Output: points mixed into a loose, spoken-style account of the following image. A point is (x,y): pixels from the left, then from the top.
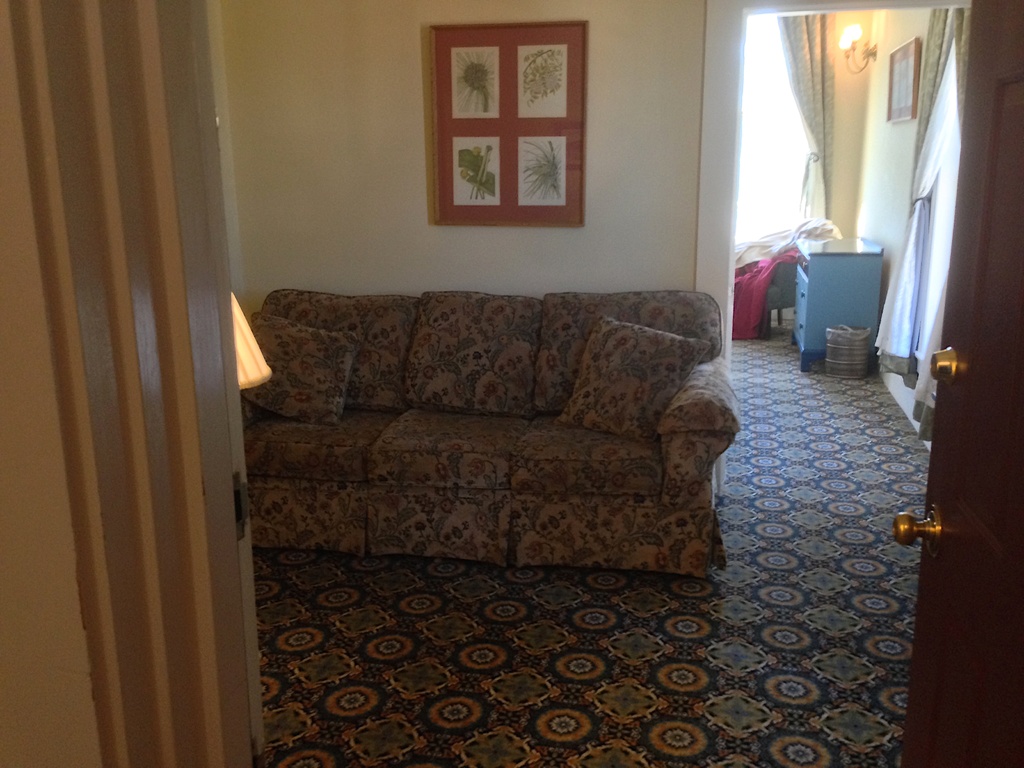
In the image there is a sofa (537,390) and above that there is a photo frame (474,144) and over the right side (861,47) corner there is light (853,58) and beside that there is window (799,146) with curtain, below that there is a table (852,306). And on the floor (825,630) there is carpet (722,678). This seems to be of drawing room.
